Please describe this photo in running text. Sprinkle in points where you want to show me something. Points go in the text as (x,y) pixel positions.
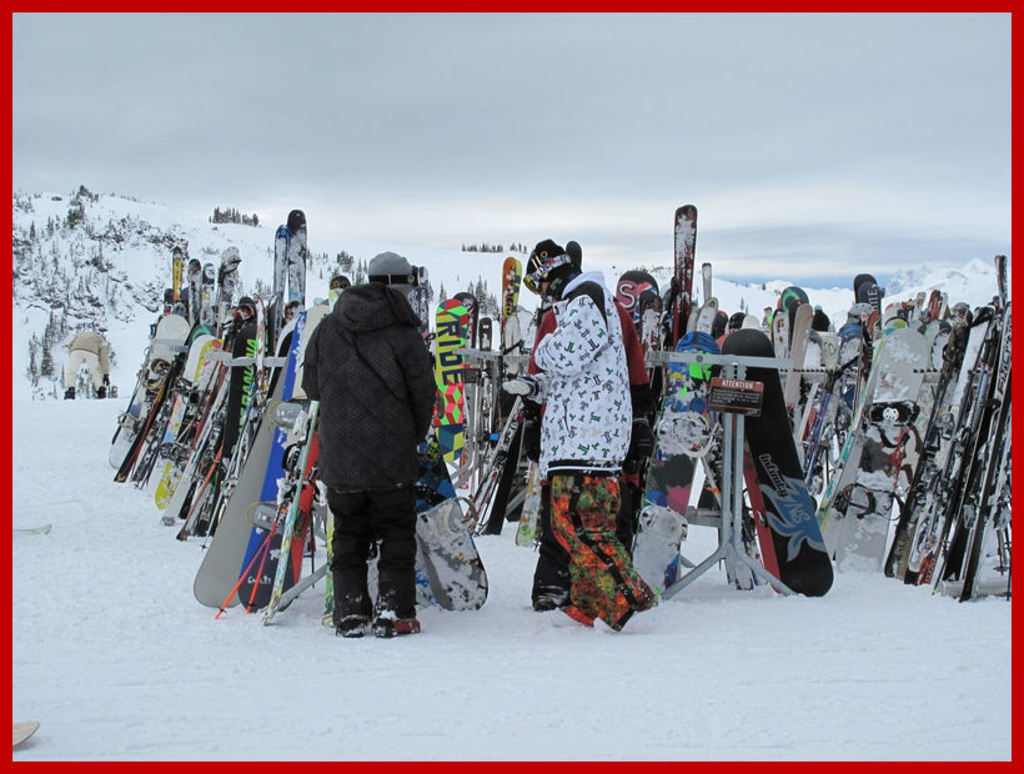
In this image there is snow (744,712) at the bottom (642,686). There are people (549,448), ski boards (536,508) and metal stands (690,576) in the foreground (726,492). There are snow mountains (26,284) and trees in the background (424,251). And there is sky (333,228) at the top (635,151).
